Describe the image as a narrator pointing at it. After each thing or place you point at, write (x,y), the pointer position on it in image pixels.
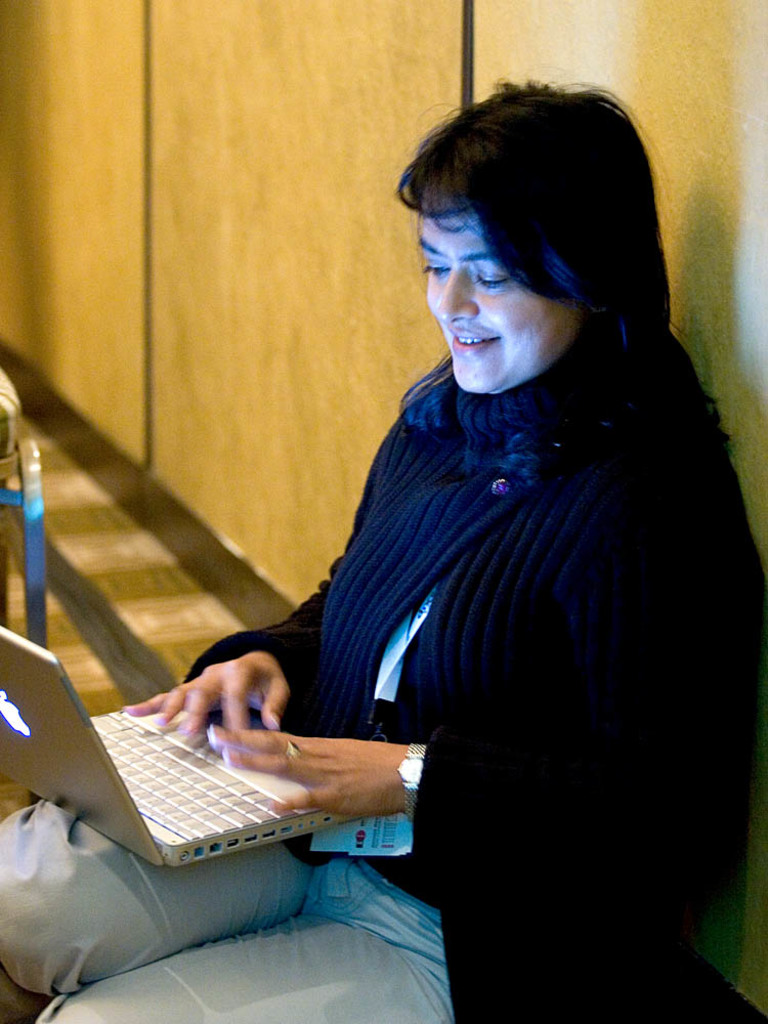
In the foreground of the image (79,732) there is a woman (31,950) using a laptop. In the background of the image (142,361) there is wall (290,367).
